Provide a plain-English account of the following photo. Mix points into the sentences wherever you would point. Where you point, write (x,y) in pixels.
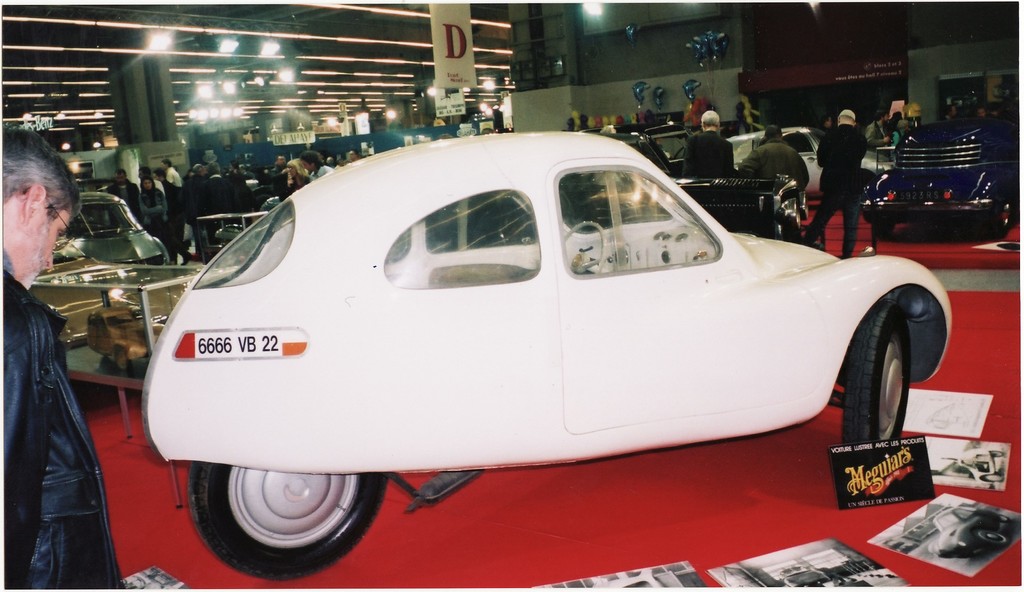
In this image, I think this picture was taken in the car show. I can see groups of people (214,189) standing. These are the photo frames (896,538) and a name board (882,501), which are kept on the floor (667,554). These look like the red carpets (963,341). I can see the banners (449,104) hanging. These are the lights (159,33), which are attached to the ceiling (325,80). In the background (641,85), I think these are the balloons (709,59).
